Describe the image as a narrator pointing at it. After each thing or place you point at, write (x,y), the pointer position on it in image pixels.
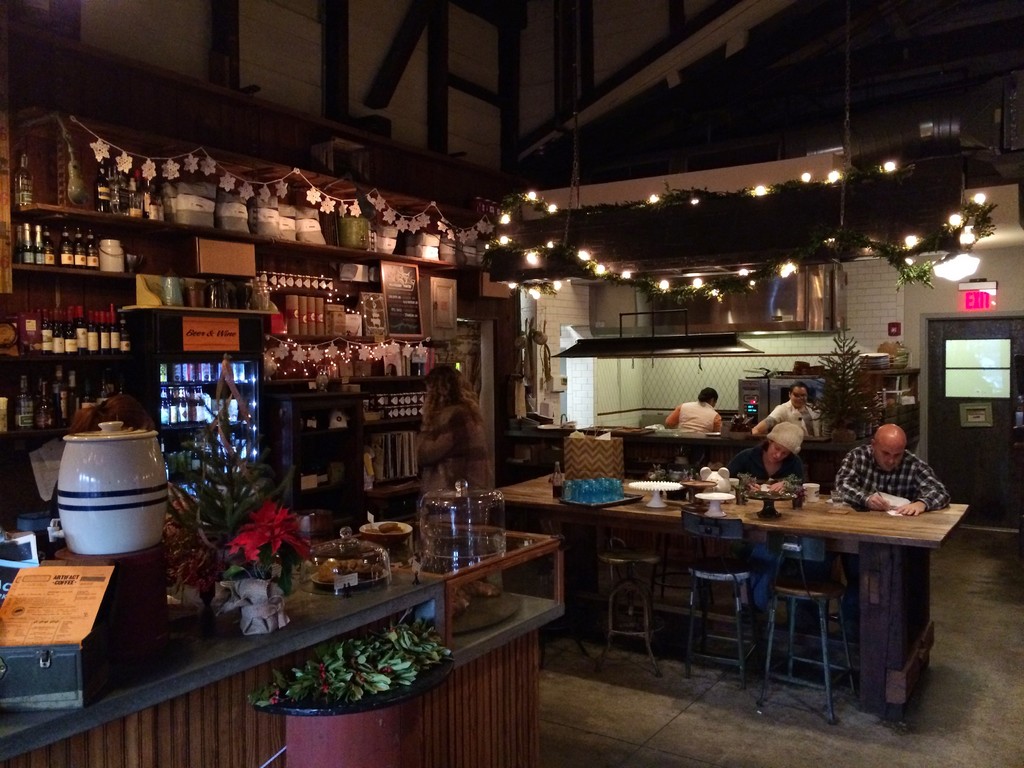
In the picture we can find shelves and some things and in the front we can find a table (28,757) on that we can find a jar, some glasses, cups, flowers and next table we can find some plates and some objects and two people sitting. In the background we can find two people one is sitting and one is standing. And there is a door (1010,517) and some lights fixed to the ceiling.
